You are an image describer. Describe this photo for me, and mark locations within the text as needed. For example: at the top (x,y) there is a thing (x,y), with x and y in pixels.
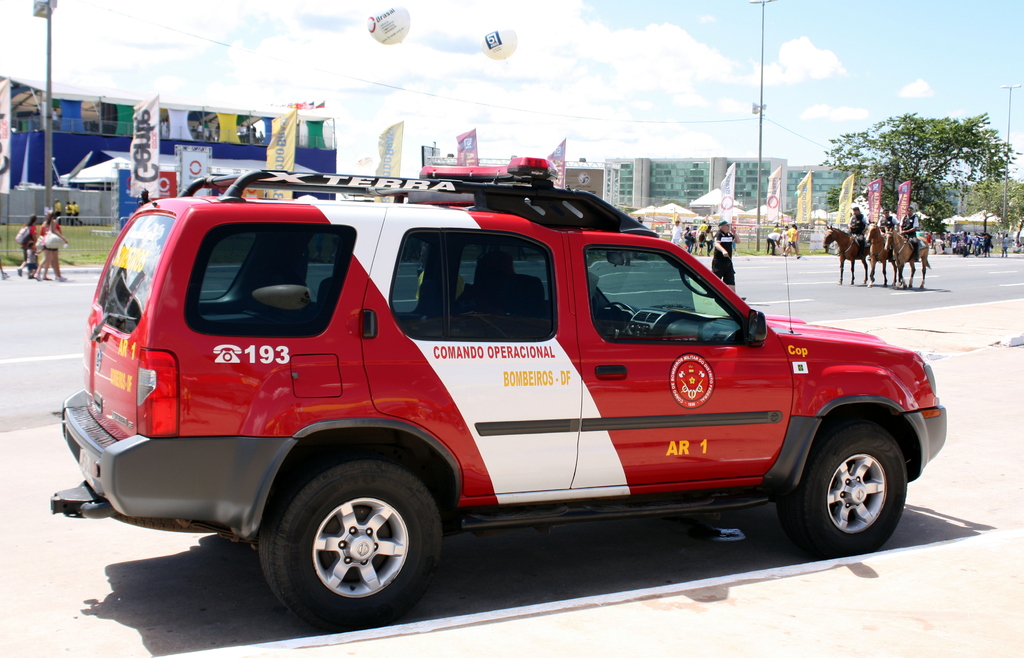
In this image we can see a car (548,363) on the ground (564,602). We can also see some people (861,246) riding the horses (885,266) and a group of people (967,247) standing on the road (81,385). On the backside (650,42) we can see a metal fence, some grass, the flags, poles (759,107) with wires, trees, buildings (751,186), balloons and the sky (650,28) which looks cloudy.
